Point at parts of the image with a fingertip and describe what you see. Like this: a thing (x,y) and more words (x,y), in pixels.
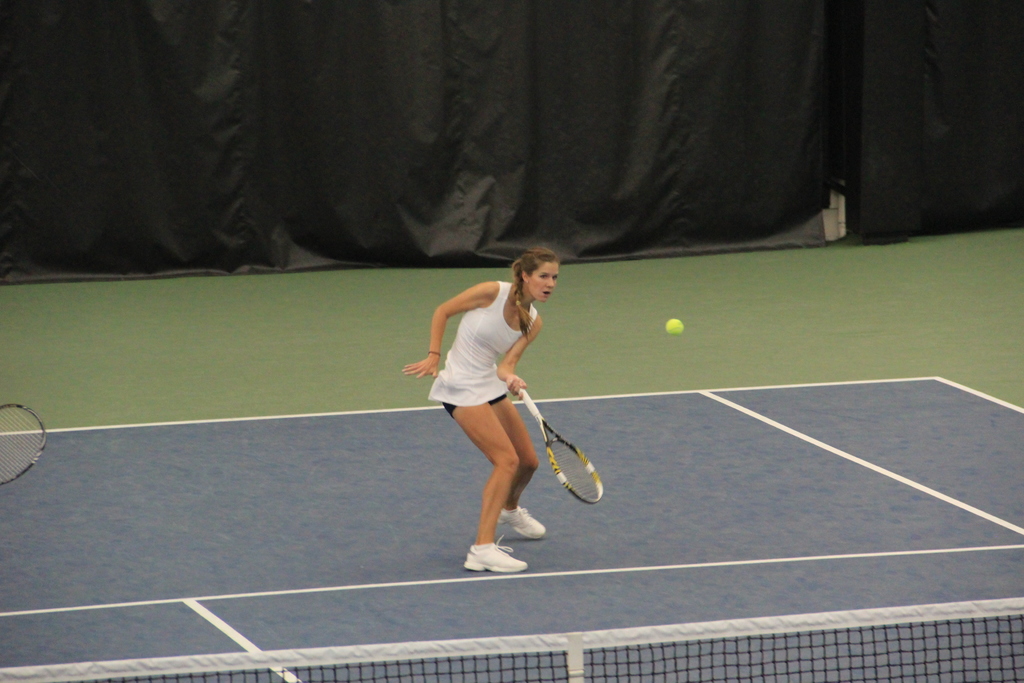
As we can see in the image there is a woman (512,361) wearing white color dress (488,367) and white color shoes (531,531) and playing with tennis ball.
